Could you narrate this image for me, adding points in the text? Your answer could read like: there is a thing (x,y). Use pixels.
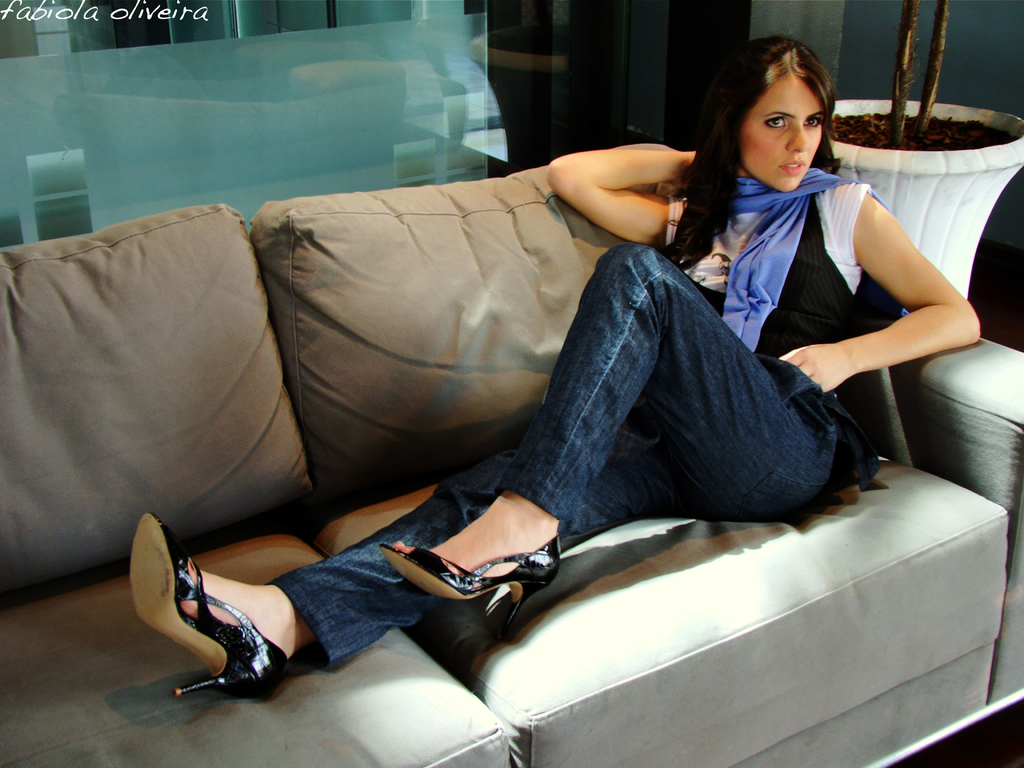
This is the picture of a lady (676,316) in black and white shirt (796,255), blue jeans (723,391) and black footwear (544,555) sitting on the sofa (866,594) and beside the sofa (857,606) that is a plant (956,135) and behind her there is a glass wall (255,89).
